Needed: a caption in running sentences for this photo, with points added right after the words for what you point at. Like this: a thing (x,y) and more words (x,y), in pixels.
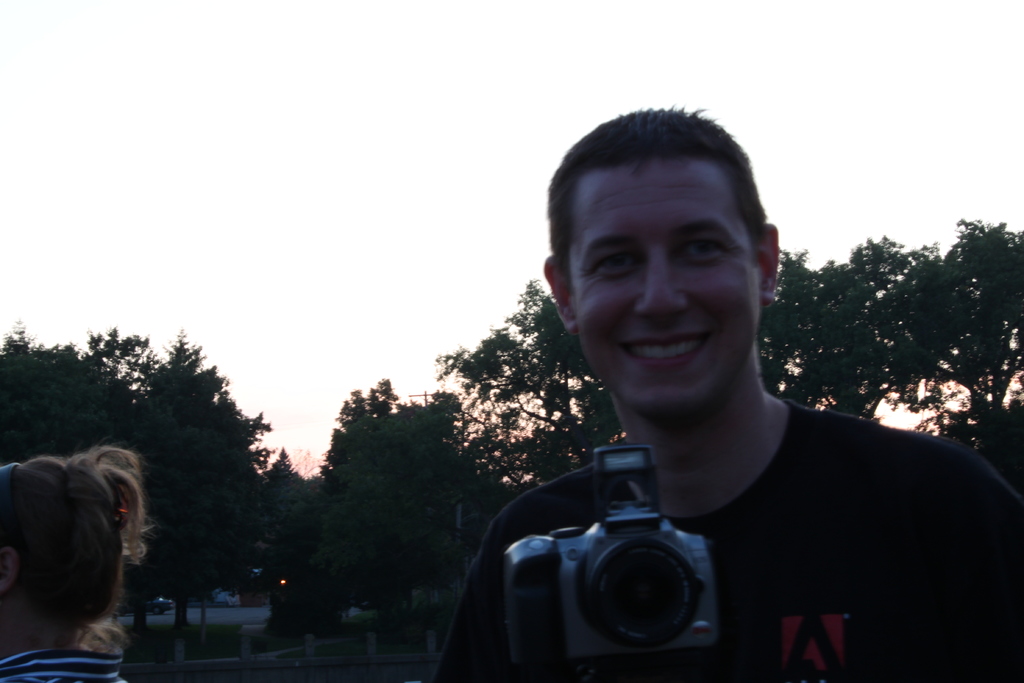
A man (776,682) is standing and smiling holding a camera (638,599) in his hand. In the left (95,536) a girl (88,565) is there behind them there are trees (276,472) and a sky (281,292).
